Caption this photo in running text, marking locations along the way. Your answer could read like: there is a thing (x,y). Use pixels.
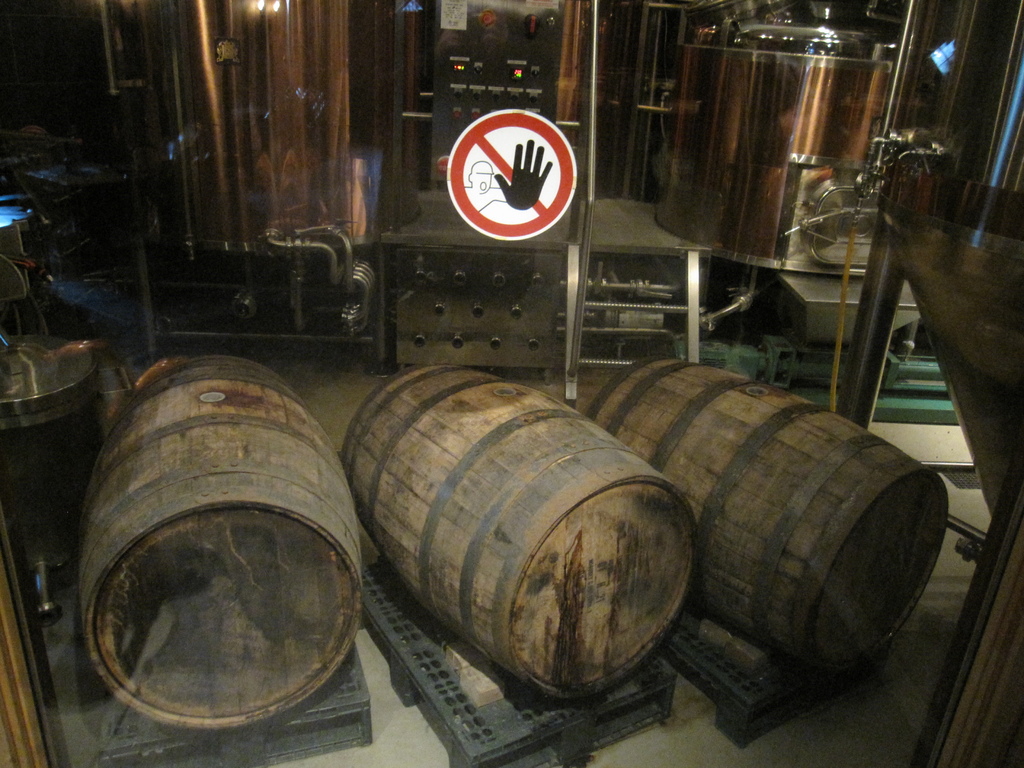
In this image we can see one sign sticker (555,206) on the glass (494,320), some machines (509,320), three barrels (548,657), and some different objects (12,464) are on the surface (833,711).
